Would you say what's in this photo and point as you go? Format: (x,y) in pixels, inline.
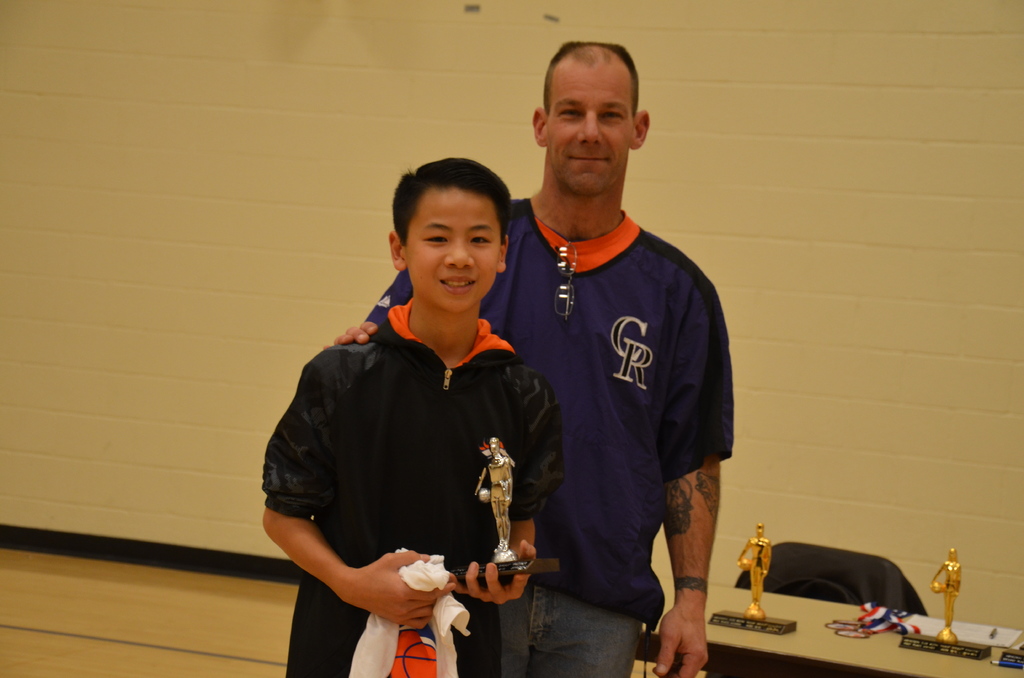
In this image I can see two persons (466,390) standing, the person (618,390) at right (704,407) is wearing blue color shirt (635,418) and the person (474,415) at left (305,413) is wearing black color shirt (442,415) and holding some object (442,565). In the background (945,641) I can see few objects (940,647) on the table (798,619) and the wall (809,115) is in cream color.
